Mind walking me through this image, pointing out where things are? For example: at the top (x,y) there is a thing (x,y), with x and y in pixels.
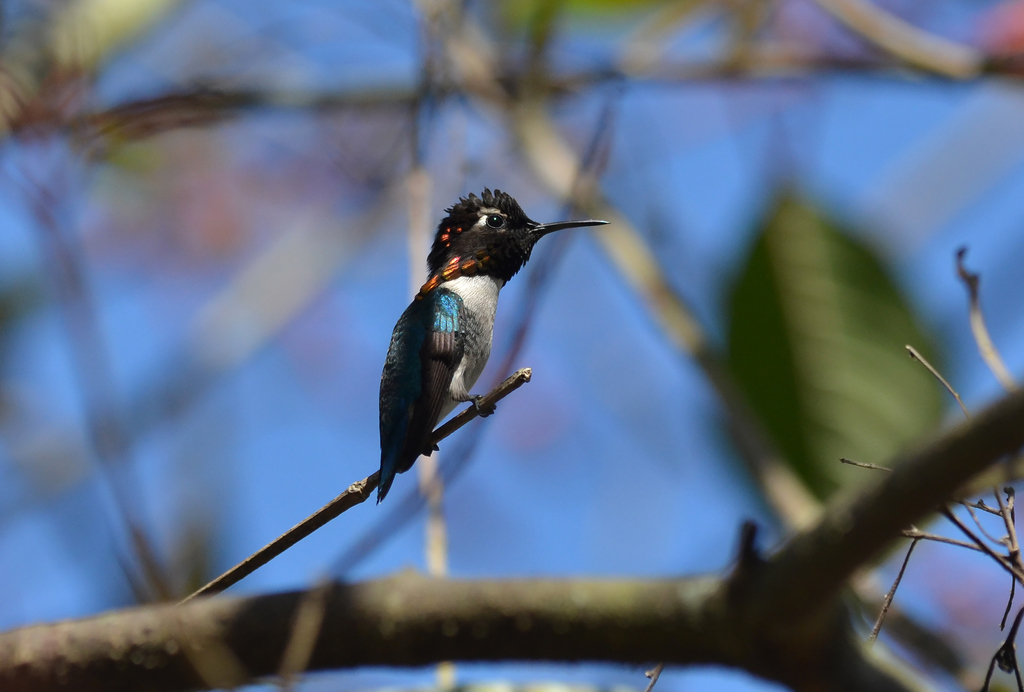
in this image we can see a bird (475,341) is on the stem (340,495). Bottom of the image (324,633) branch (836,616) of a tree (786,653) and leaf (832,345) is present.
